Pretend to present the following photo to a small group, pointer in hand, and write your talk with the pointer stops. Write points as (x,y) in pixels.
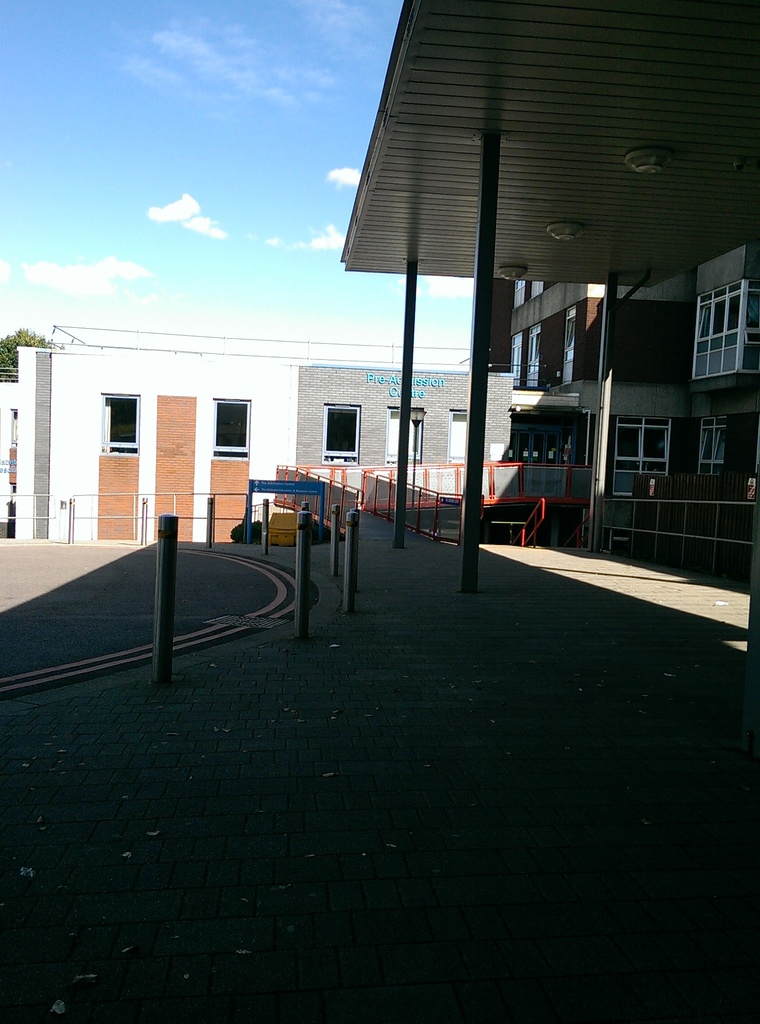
This picture is clicked outside. On the left (167,591) we can see the metal rods (302,581) and the ground (615,684). On the right (731,296) we can see the buildings (497,309), roof (636,60), ceiling lights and we can see the windows (738,346) of the buildings (381,445) and there is a text (398,386) on the building (381,382). In the background (155,92) we can see the sky (341,346) and a tree (4,355).
